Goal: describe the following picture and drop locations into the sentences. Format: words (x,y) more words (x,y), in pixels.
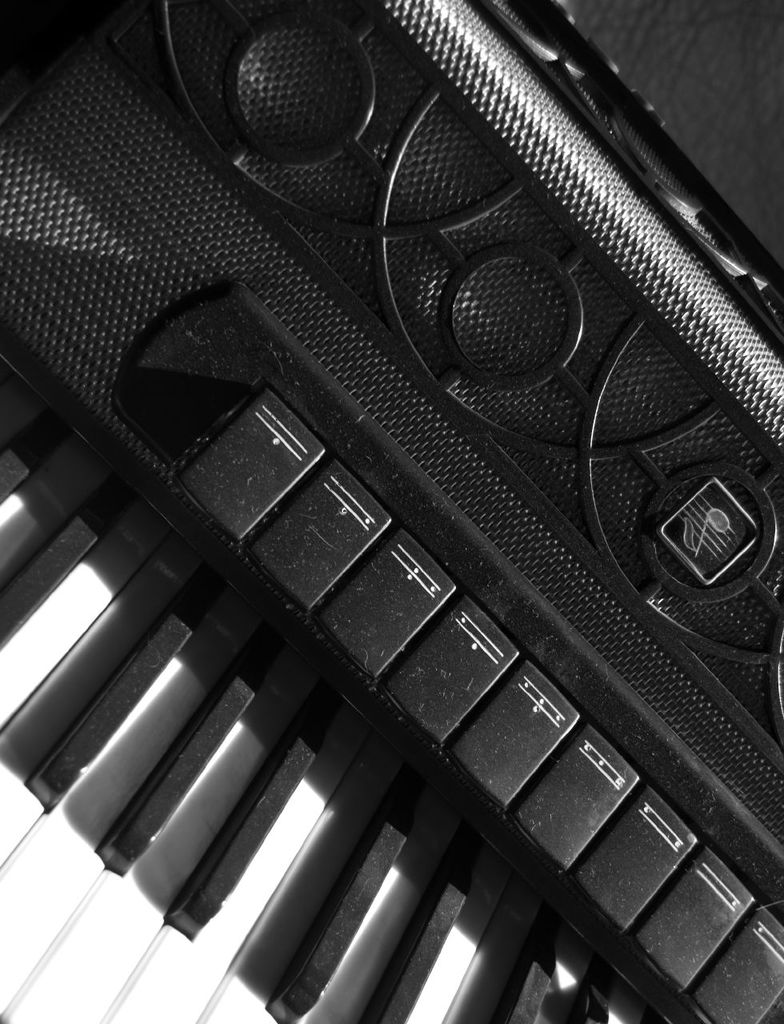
In this picture we can see an accordion (499,605).
